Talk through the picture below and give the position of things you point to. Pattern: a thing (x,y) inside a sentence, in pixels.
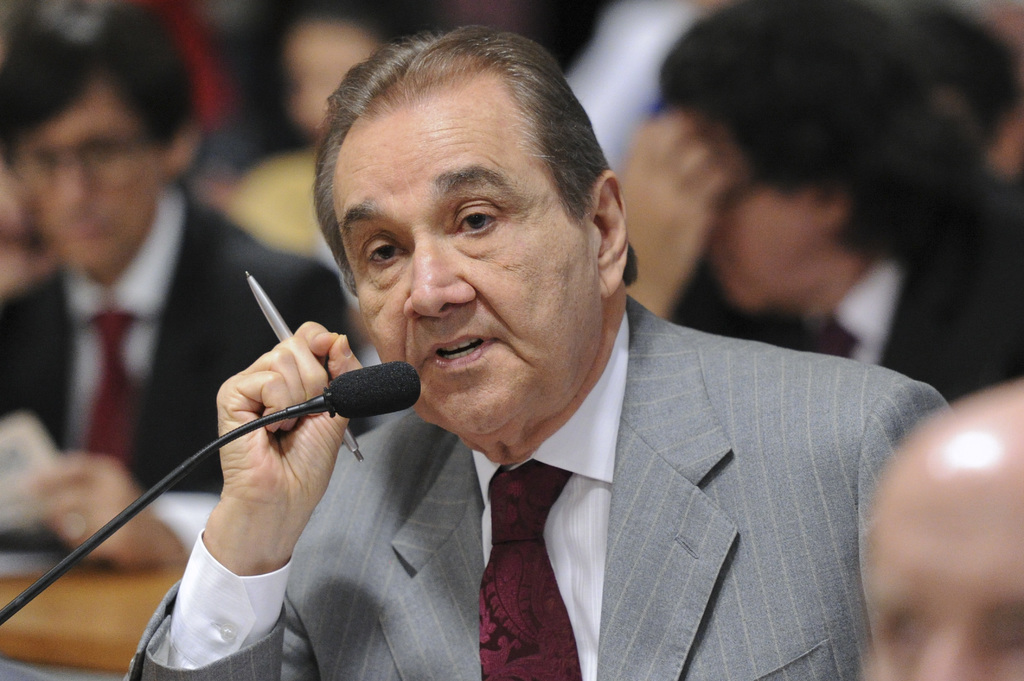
In this picture we can see a man (500,562) in the blazer (365,529) is holding a pen (274,315) and explaining something. In front of the man (438,429) there is the microphone (380,395). Behind the man (521,446) there are blurred people (872,193).
